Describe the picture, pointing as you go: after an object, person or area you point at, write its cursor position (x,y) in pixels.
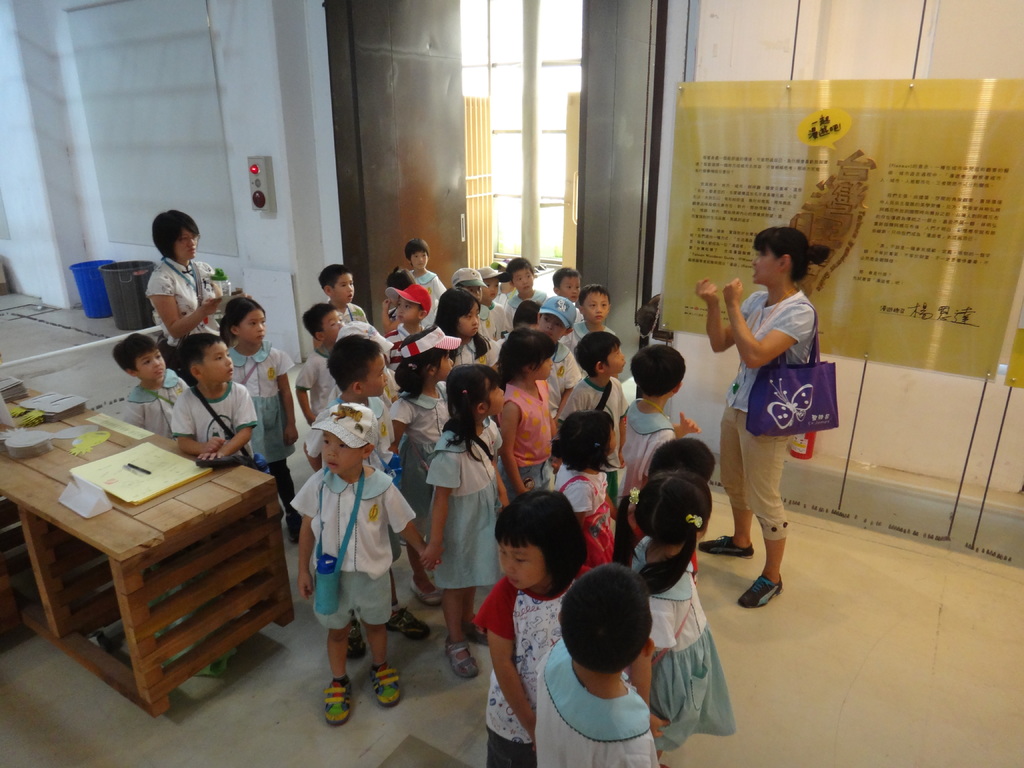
As we can see in the image there is a wall (285,77), poster (850,136), many people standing on floor (911,652), table (22,467) and dustbins (95,277).
